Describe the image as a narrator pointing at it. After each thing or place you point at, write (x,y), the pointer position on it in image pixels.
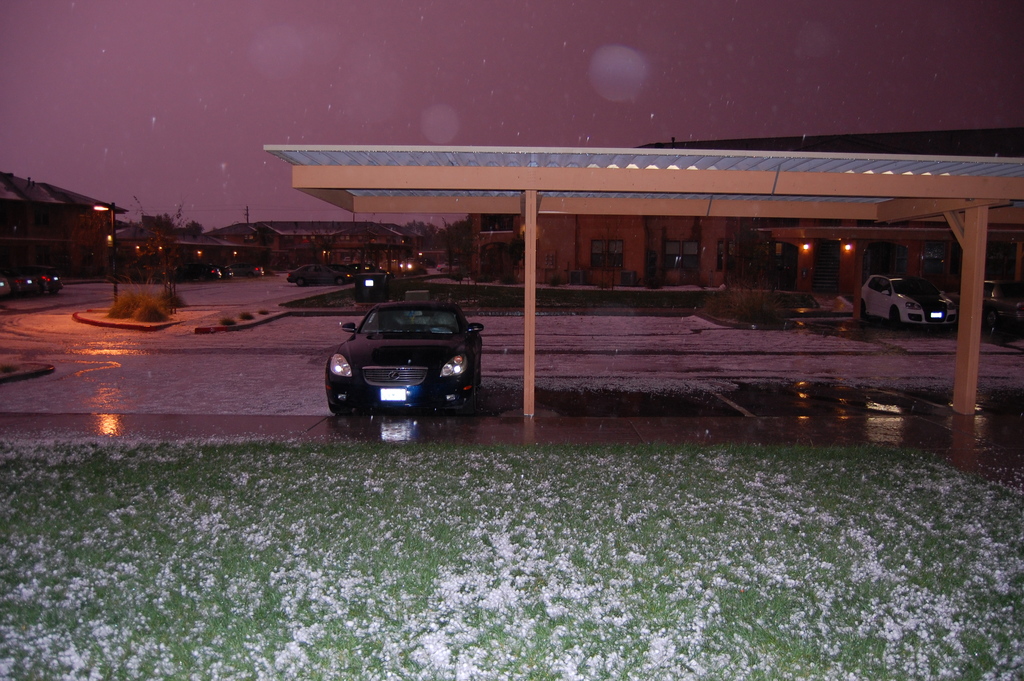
In this image there is a garden (342,495), behind that there is a shed (517,170) under the shed (537,170) a car (395,398) is parked, in the background (493,255) there are houses (194,251) and a sky (413,103).
